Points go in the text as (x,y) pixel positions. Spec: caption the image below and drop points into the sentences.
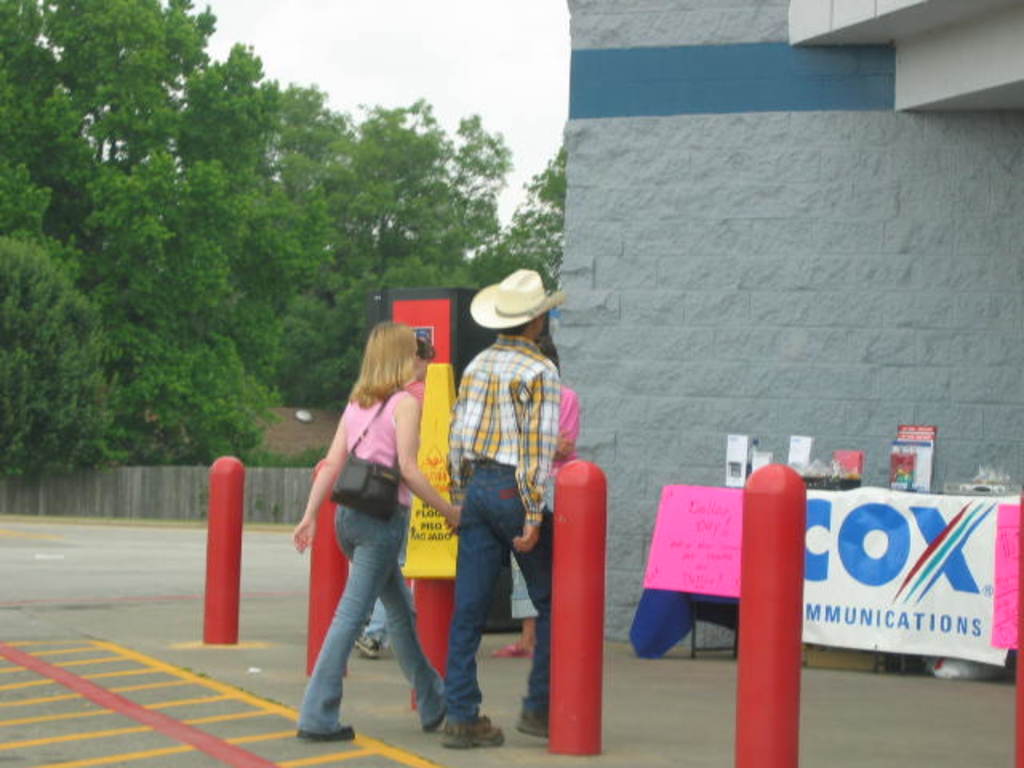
In this image, we can see people (484,443) wearing clothes (340,528). There is a table (868,498) in the bottom right of the image (904,527) contains some objects (744,460). There is a wall (917,288) on the right side of the image (903,357). There are some trees (313,189) in the middle of the image (418,260). There are poles (338,572) at the bottom of the image (770,712). At the top of the image (397,39), we can see the sky (399,62).
